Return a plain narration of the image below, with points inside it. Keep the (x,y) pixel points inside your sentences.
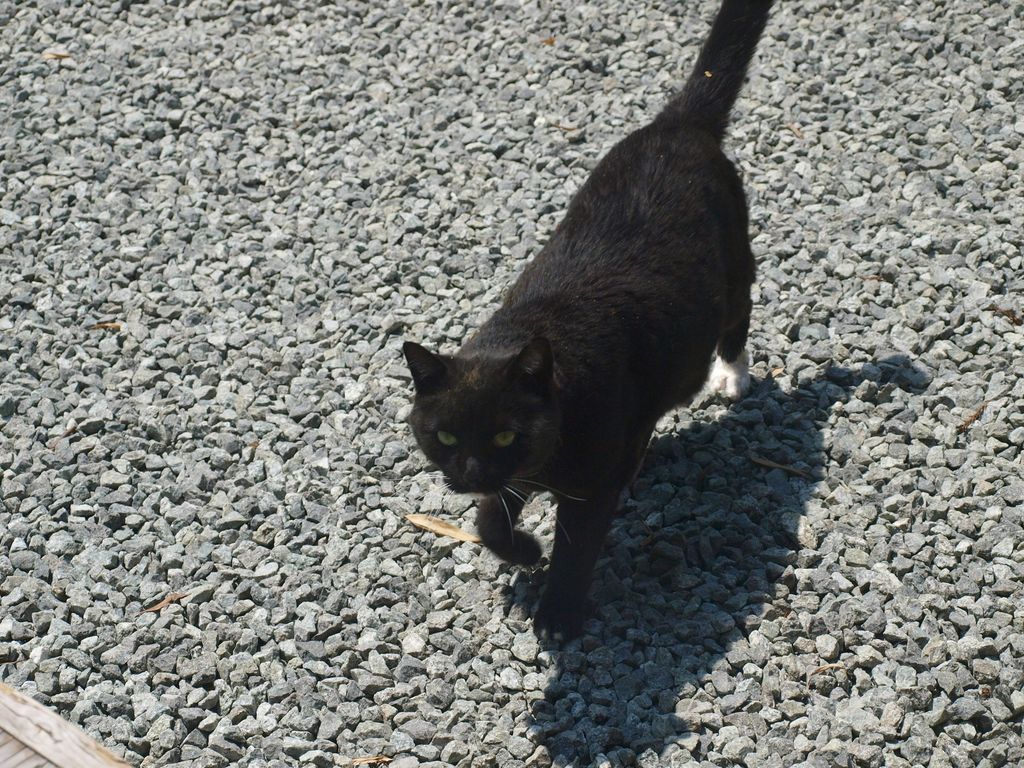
A black cat (679,196) is walking on the stones (884,212).
